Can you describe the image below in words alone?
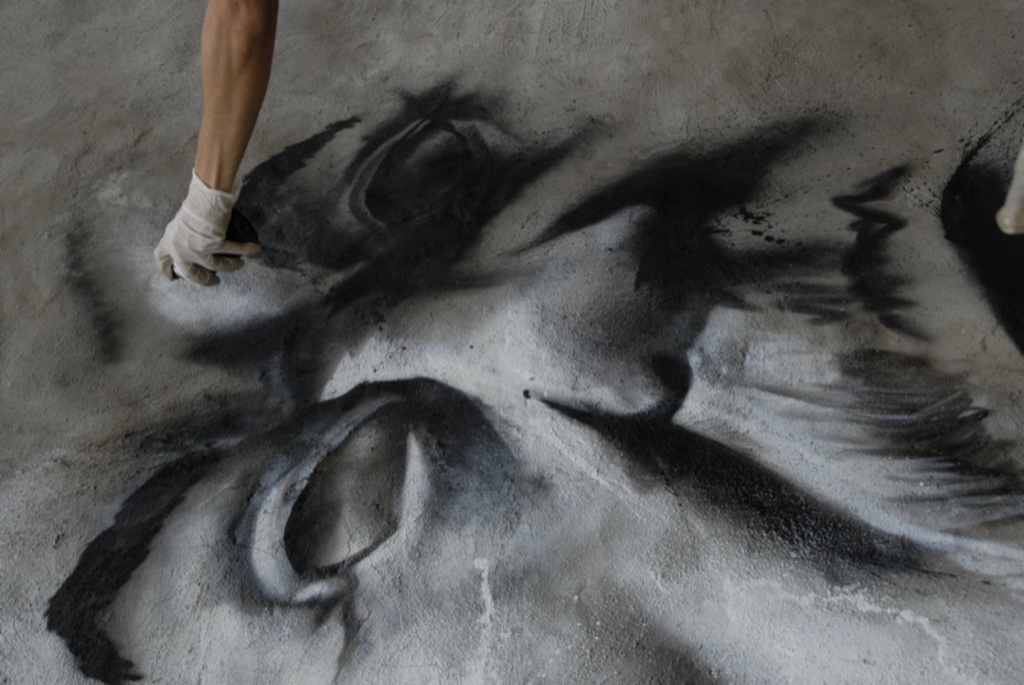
In this image we can see a person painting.
